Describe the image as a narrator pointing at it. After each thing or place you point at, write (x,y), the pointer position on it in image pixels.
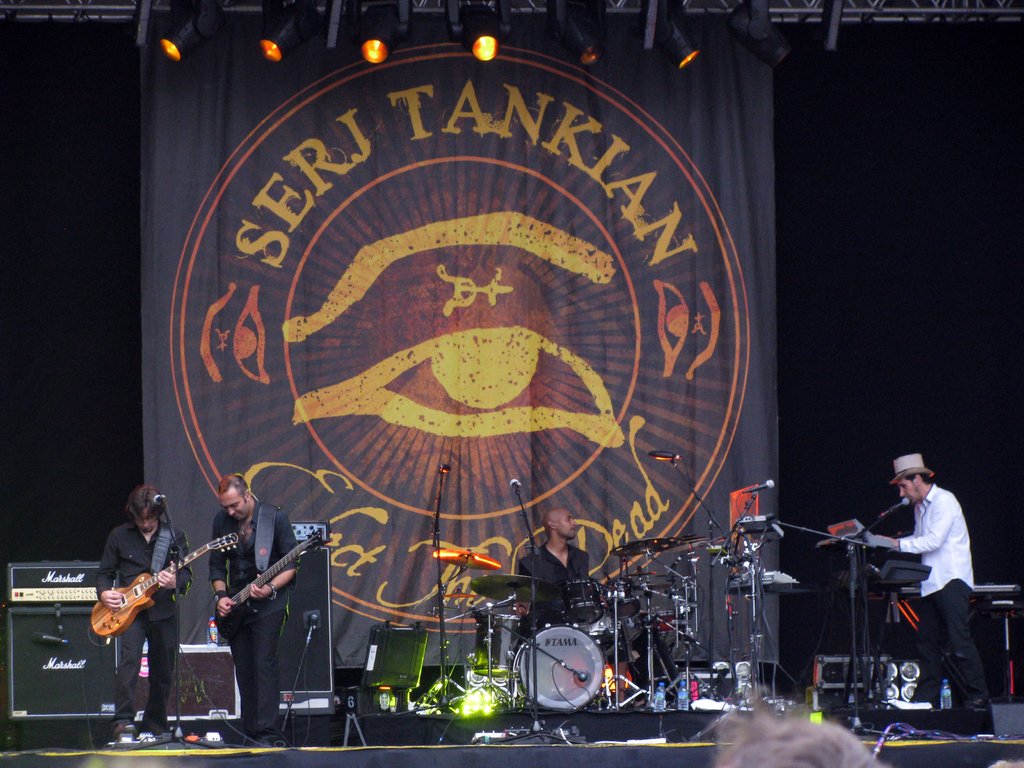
In this picture I can see four persons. I can see two persons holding guitars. There are drums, cymbals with the cymbals stands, mics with the mikes stands (411,711), speakers (84,648) and some other objects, and in the background (710,490) there are focus lights (594,24), lighting truss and a banner (163,449).
